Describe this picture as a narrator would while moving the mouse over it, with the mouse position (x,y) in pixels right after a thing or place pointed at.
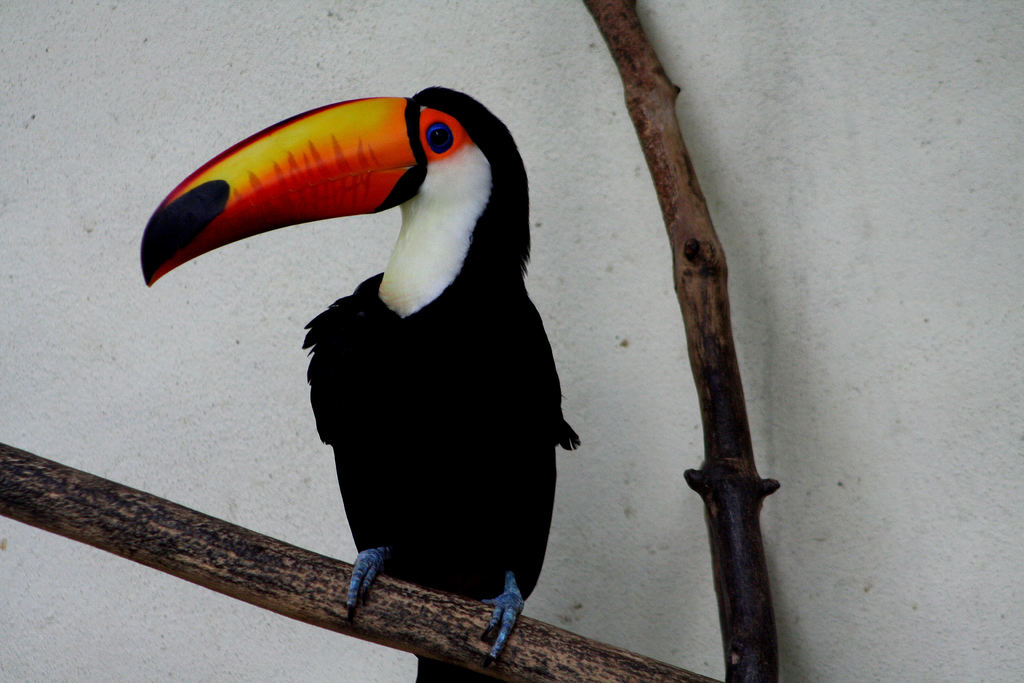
In this image in the center (402,317) there is a bird (404,344) standing on a branch (411,590) of a tree (411,590).
